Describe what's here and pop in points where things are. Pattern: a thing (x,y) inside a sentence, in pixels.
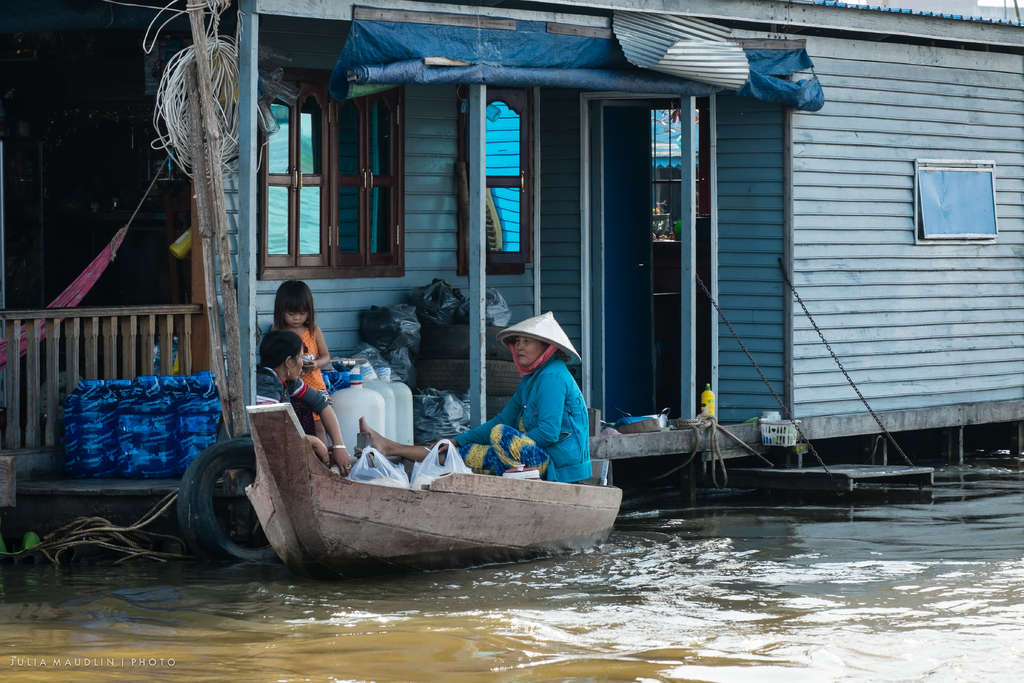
In this picture there is a woman (582,440) sitting in the small boat (448,504). In the front (442,651) bottom side there is a small canal water (678,607). Behind we can see the shed house (734,261) with glass window (265,203) and doors (638,144).
